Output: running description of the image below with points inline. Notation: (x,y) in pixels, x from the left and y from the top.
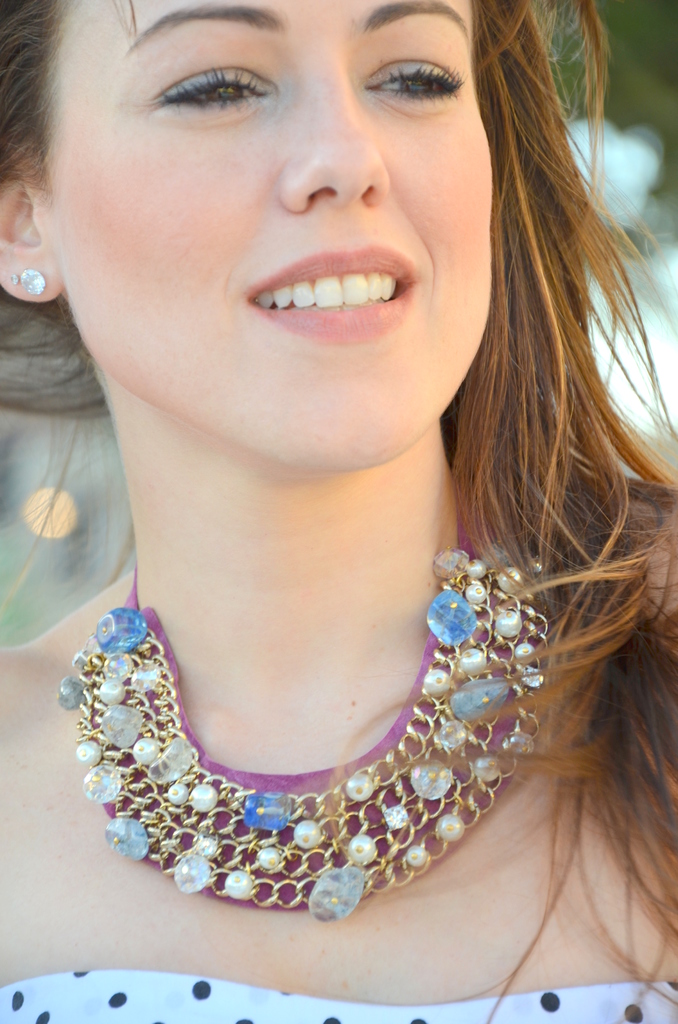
In front of the image there is a person (297,545) having a smile on her face (274,302) and the background of the image (657,28) is blur.
